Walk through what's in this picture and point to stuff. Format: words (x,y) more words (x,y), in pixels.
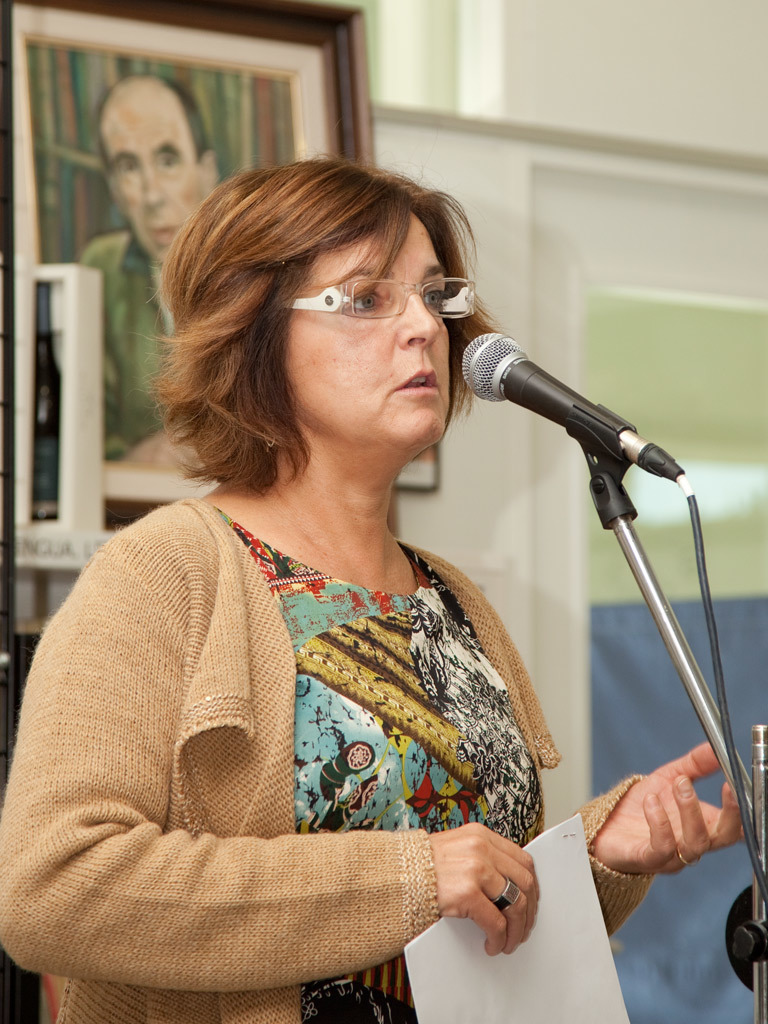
This person (188,522) standing and holding paper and talking, wear glasses (426,297). There is a microphone (478,340) with stand (753,916). On the background (530,202) we can see wall (580,15), frame (294,113).
